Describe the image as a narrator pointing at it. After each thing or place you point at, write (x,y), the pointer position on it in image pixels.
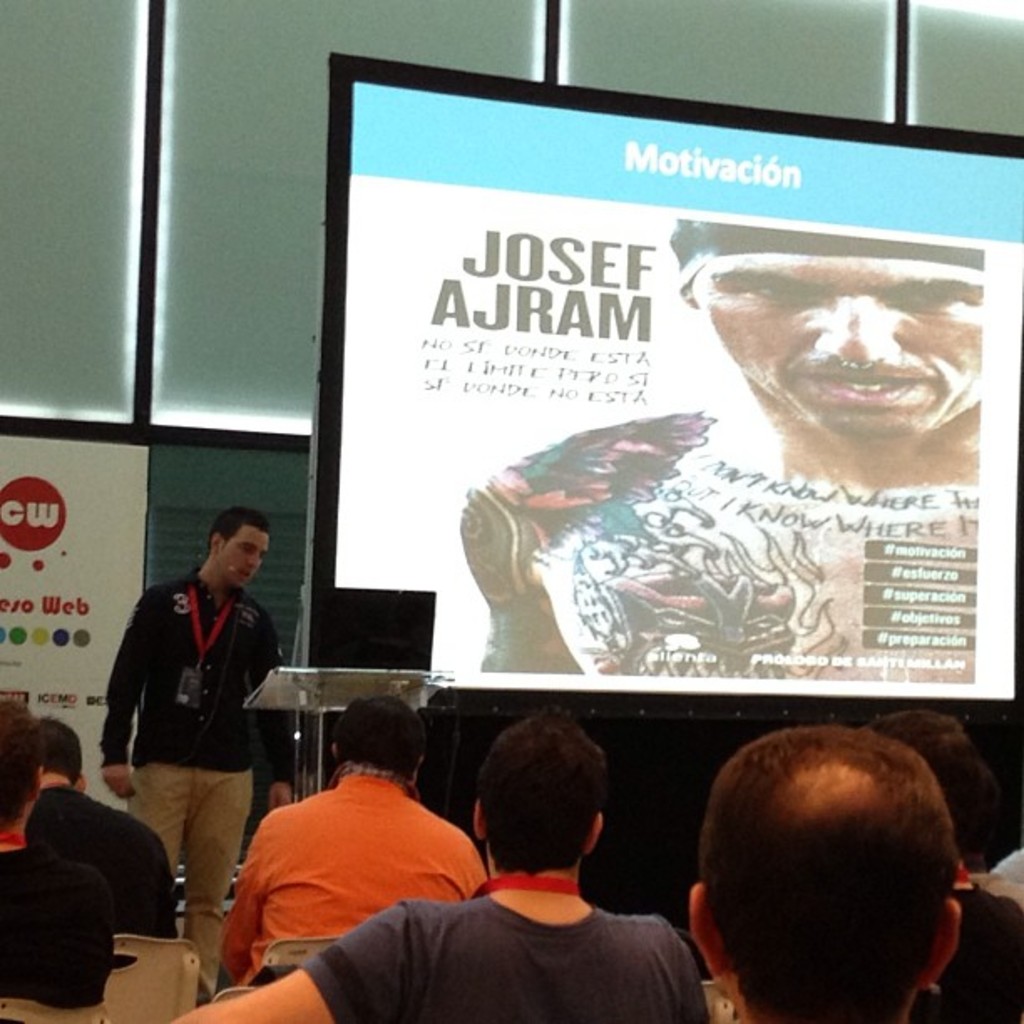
In this image we can see many people (532,915) sitting. In the back (216,690) there is a person (203,641) wearing tag (198,673). He is standing. In front of him there is a stand (292,698). Also there is a screen (611,440) with an image (649,406) and some text (517,275). In the back (106,519) there is a banner (94,552).
